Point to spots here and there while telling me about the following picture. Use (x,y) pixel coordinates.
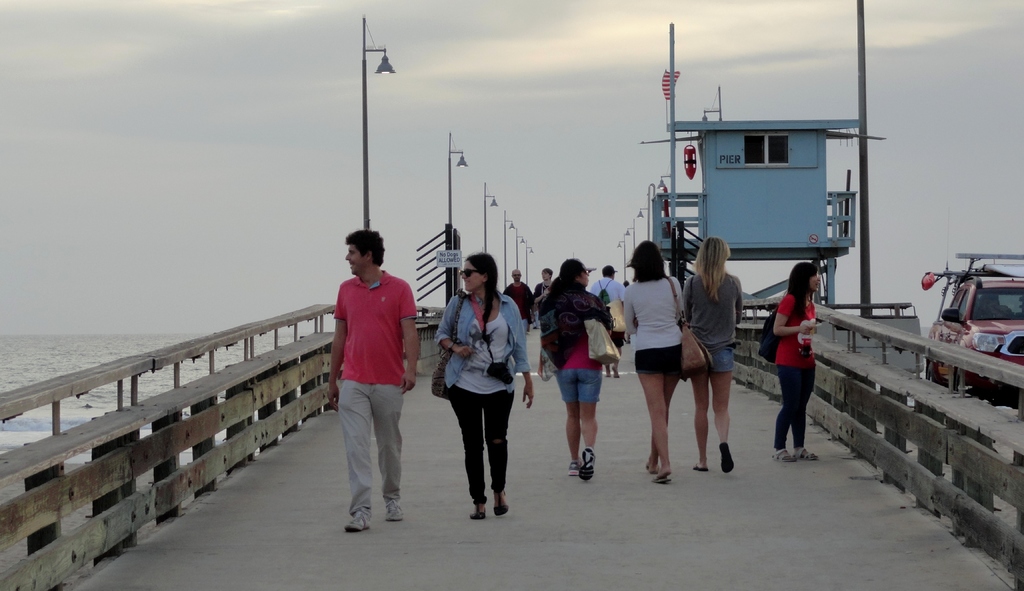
In this picture, we see the people (730,314) are walking on the road (558,401). It might be a bridge (608,422). On either side of the bridge (620,428), we see the railing (868,451) and the street lights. On the right side (998,280), we see a red car (976,267) and beside that, we see a blue color station like thing (805,194). Beside that, we see a pole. On the left side (12,351), we see water (74,365) and this water (103,389) might be in the river (218,357). At the top (316,93), we see the sky (316,93).
